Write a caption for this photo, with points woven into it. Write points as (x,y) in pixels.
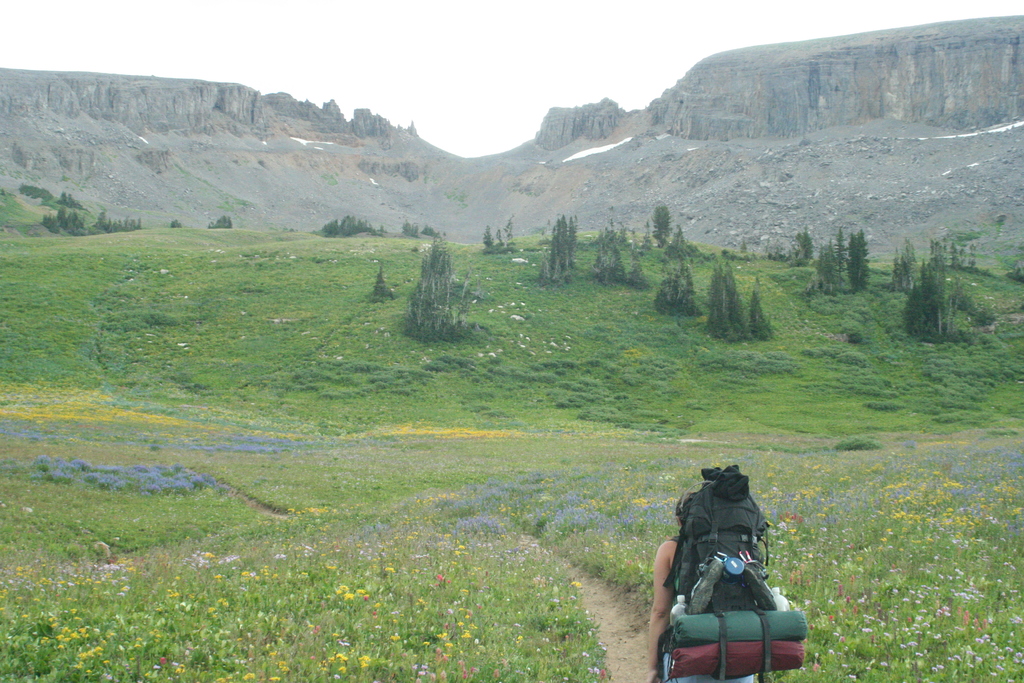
At the bottom of the image (323,488) on the ground (458,547) there are small plants (182,641) with flowers (864,630). Behind them there is a hill (569,307) with grass (547,302) and a few trees (611,273). In the background (142,112) there are hills (220,134). At the top of the image (273,55) there is a sky (363,53).
